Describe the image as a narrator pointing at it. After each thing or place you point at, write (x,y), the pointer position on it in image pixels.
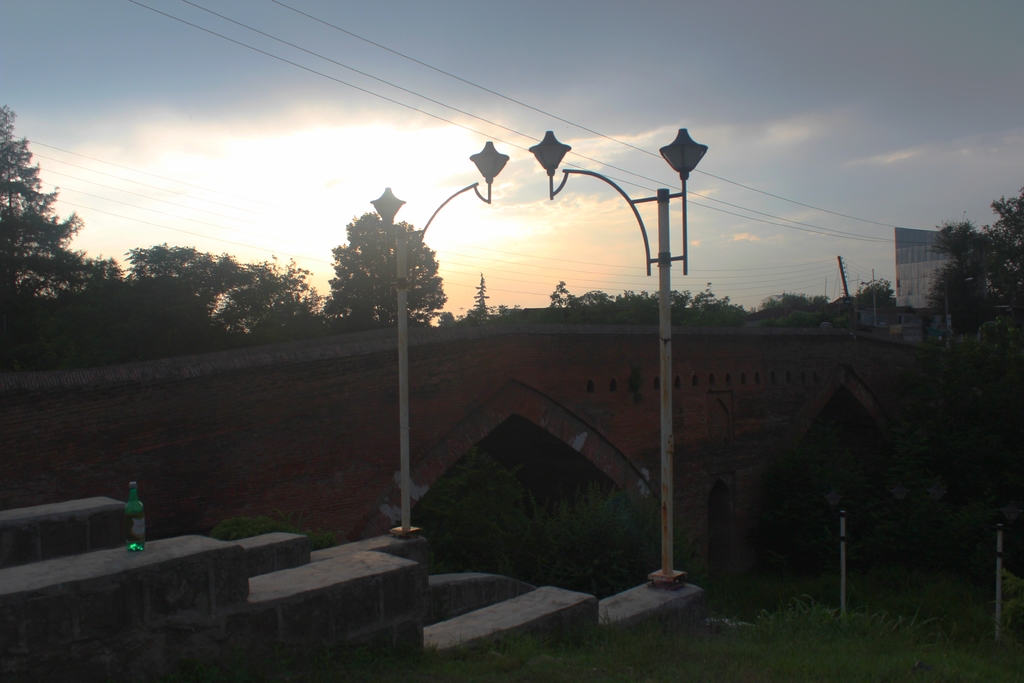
To the bottom of the image (685,665) there is grass (322,681) on the ground (287,678). To the left side of the image (210,599) there are stone walls (285,596) with a bottle (133,535) on it. On the wall (408,547) there are poles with lamps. And behind the poles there is a bridge (354,519) with brick wall (839,337) and also there are many trees (912,385). And in the background (35,270) there are trees (643,304), electrical poles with wires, posters (917,257) and to the top of the image (608,94) there is a sky (777,150).
